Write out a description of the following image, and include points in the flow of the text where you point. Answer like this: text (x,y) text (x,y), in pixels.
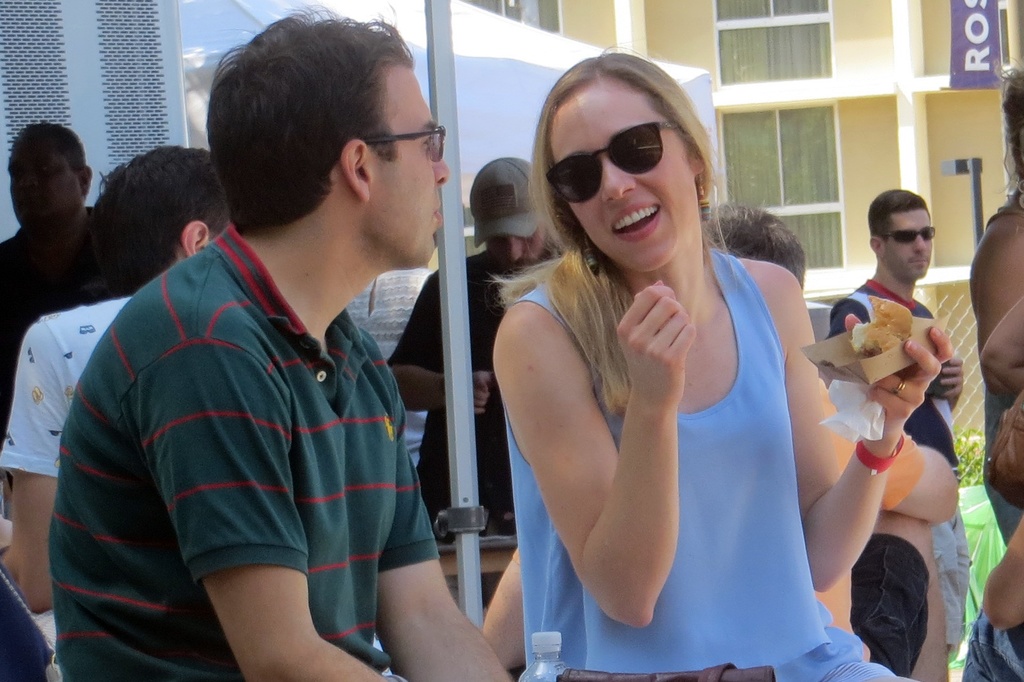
In this image there is a person (313,315) wearing spectacles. Beside him there is a woman (609,468) holding a paper (865,367) which is having some food (882,332). Behind them there is a pole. Behind it there are few persons (481,390). Left side there is a tent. Behind there is a building (746,106). Before it there is a fence (966,381). Behind the fence (983,445) there are few plants (969,453).
